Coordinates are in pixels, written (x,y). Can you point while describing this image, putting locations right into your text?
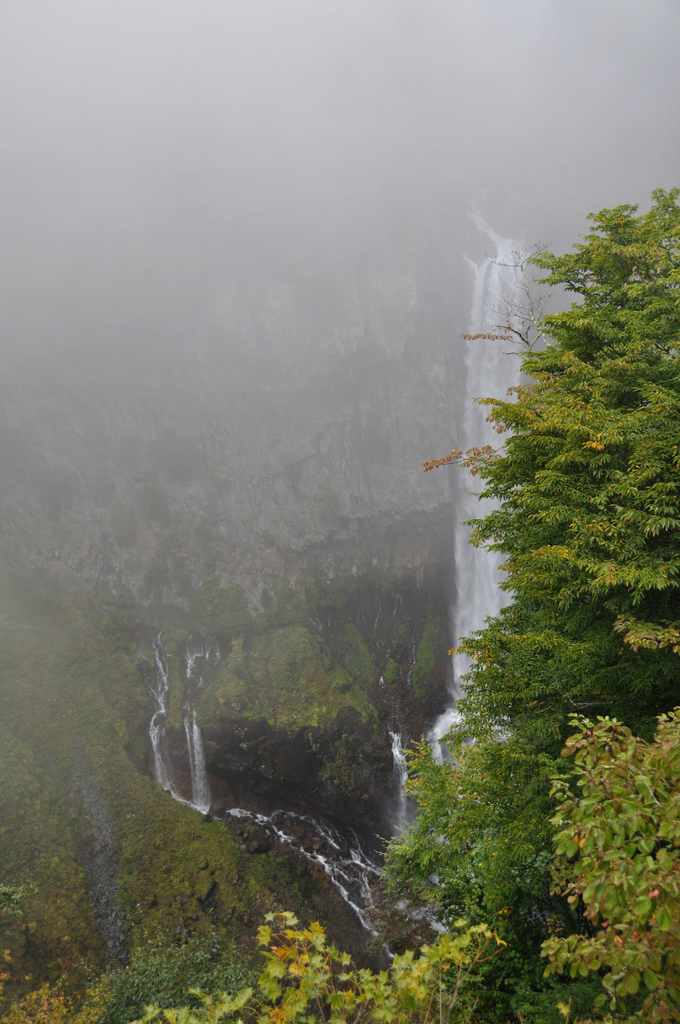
In this image in the background (343,648) there is a water fall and mountains (284,685), and in the foreground (493,765) there are some trees (512,765).
